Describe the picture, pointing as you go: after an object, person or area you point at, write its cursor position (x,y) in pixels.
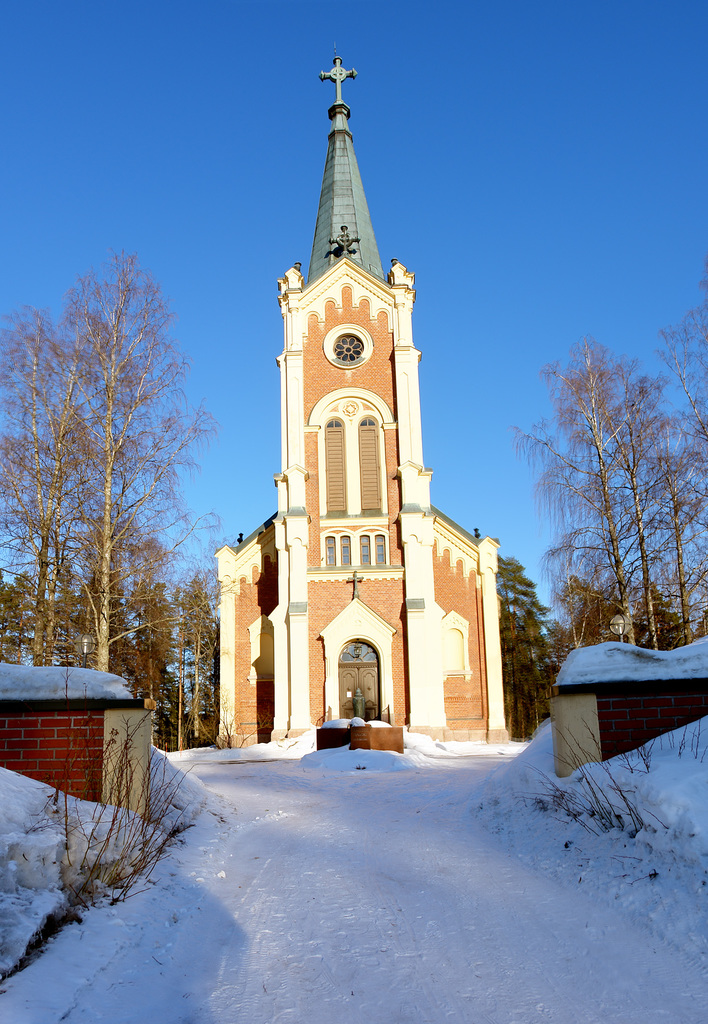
In the foreground of this image (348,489), there is a church (358,461) to which trees (95,549) are on either side of the church (284,650). On the bottom of the image (309,921), there is a snow path (339,920). On the top (493,97), there is the sky (454,91).
